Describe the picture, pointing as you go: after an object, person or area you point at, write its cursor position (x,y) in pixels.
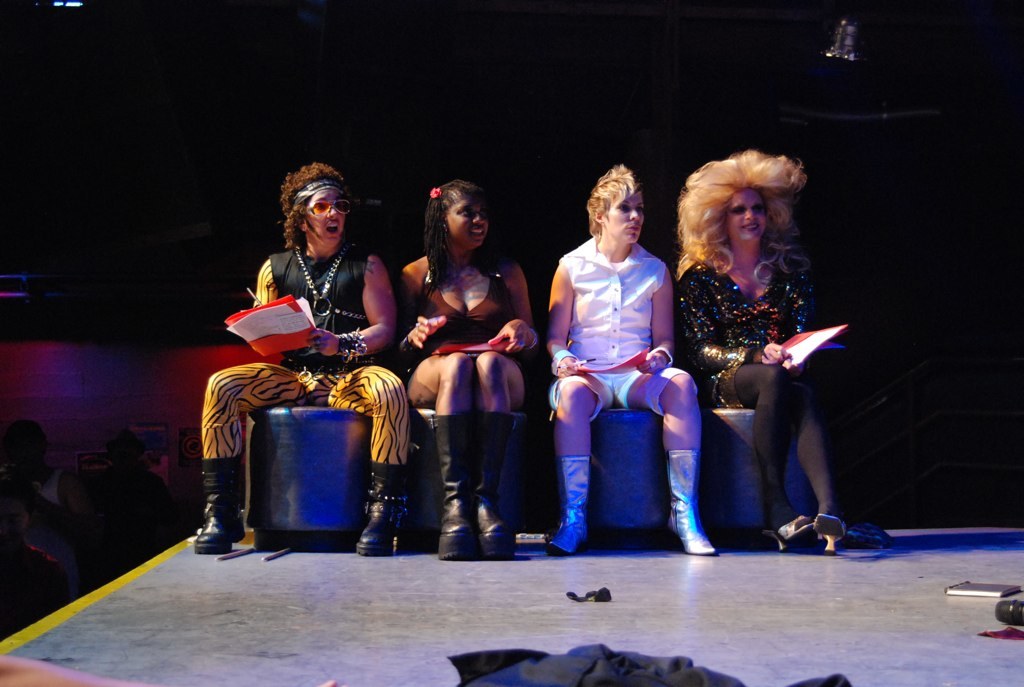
In this picture we can see a stage (726,593), on this stage (838,614) we can see some people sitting on platforms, they are holding files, here we can see a cloth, mic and an object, on the left side (149,483) we can see people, some devices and in the background (1017,483) we can see it is dark.
